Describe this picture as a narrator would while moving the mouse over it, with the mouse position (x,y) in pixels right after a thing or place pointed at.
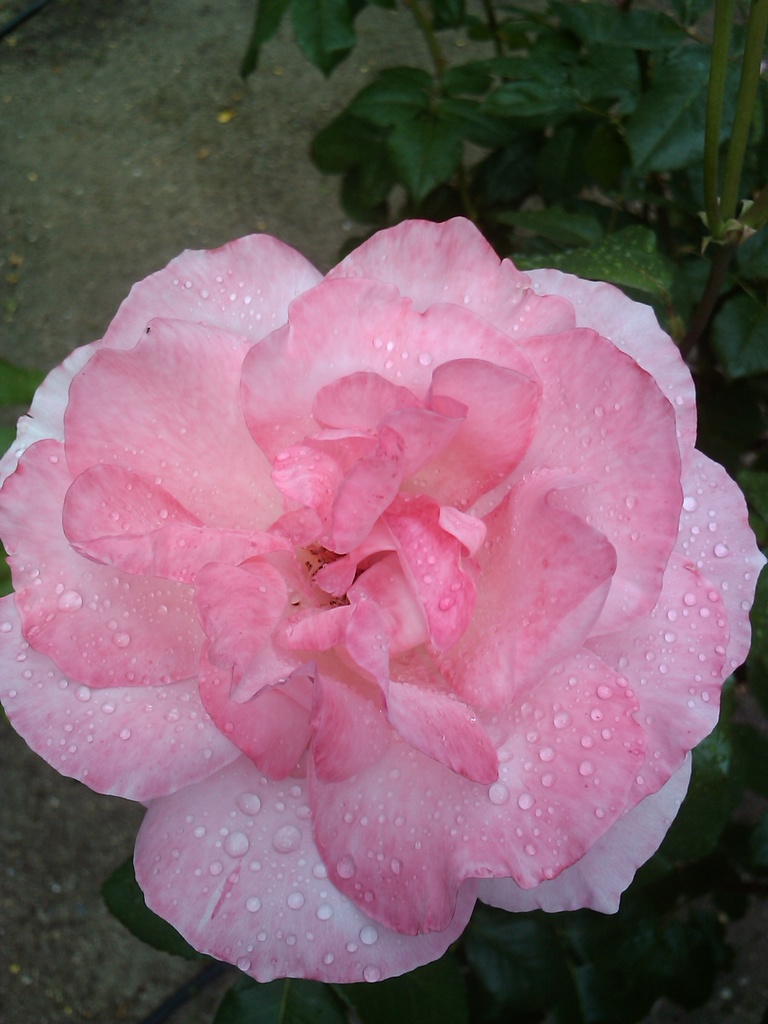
In this image there is a pink colour flower (407,659) to the plant (675,243) having leaves (584,184). Background (115,252) there is land (208,112).
